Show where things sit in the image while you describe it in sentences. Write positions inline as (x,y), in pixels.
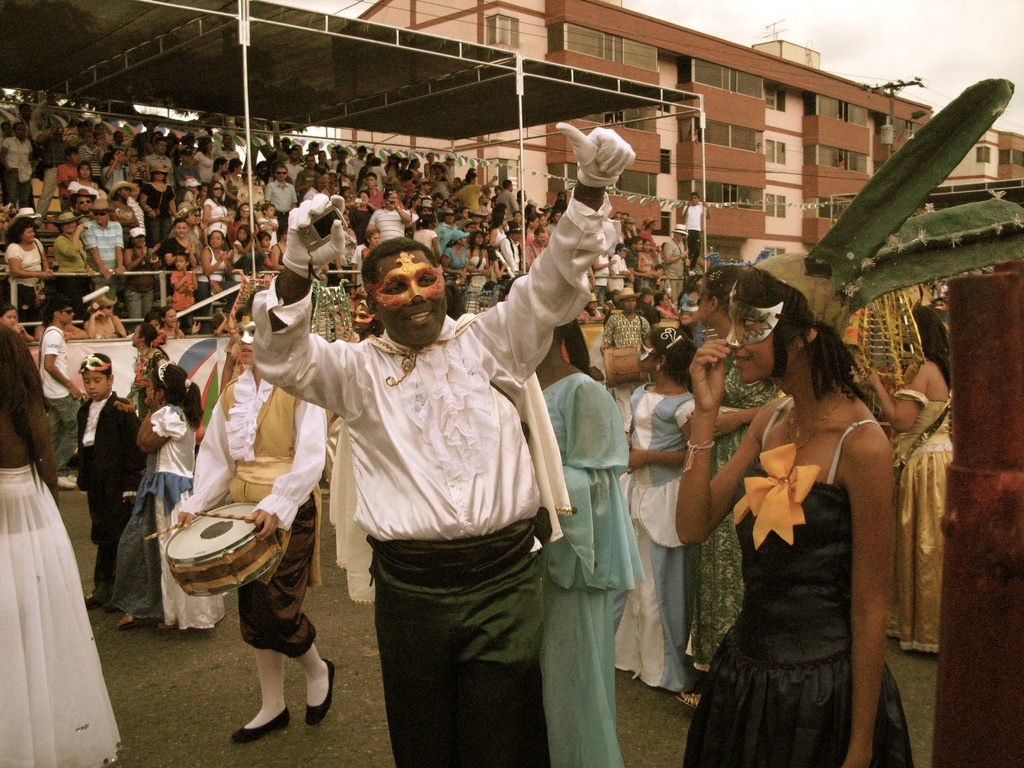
In this image, so many peoples (616,240) are there on the ground (355,693). Left side (115,232), group of peoples (350,160) are standing under the shed (350,94). The background (783,167), we can see building (797,98) and sky (833,37). In the center person (447,405), a man (438,432) is wearing a mask (418,275) on his face (401,309). The right side woman (805,510), she is wear a black color dress (764,544) and mask (739,337). In the middle person (281,521), few are playing a musical instrument (219,541).
